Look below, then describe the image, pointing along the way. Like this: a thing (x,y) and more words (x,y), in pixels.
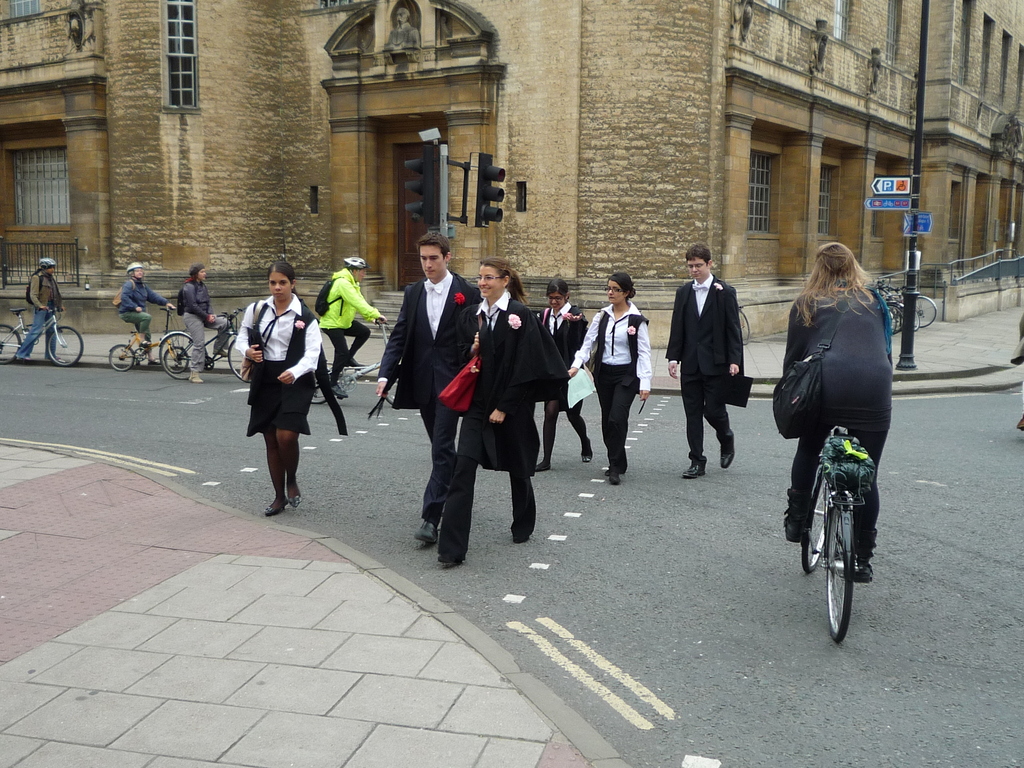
In this image there are group of persons (387,383) who are crossing the road (367,441) and riding bicycles (345,372) and at the top of the image (570,156) there is a building (835,170).
